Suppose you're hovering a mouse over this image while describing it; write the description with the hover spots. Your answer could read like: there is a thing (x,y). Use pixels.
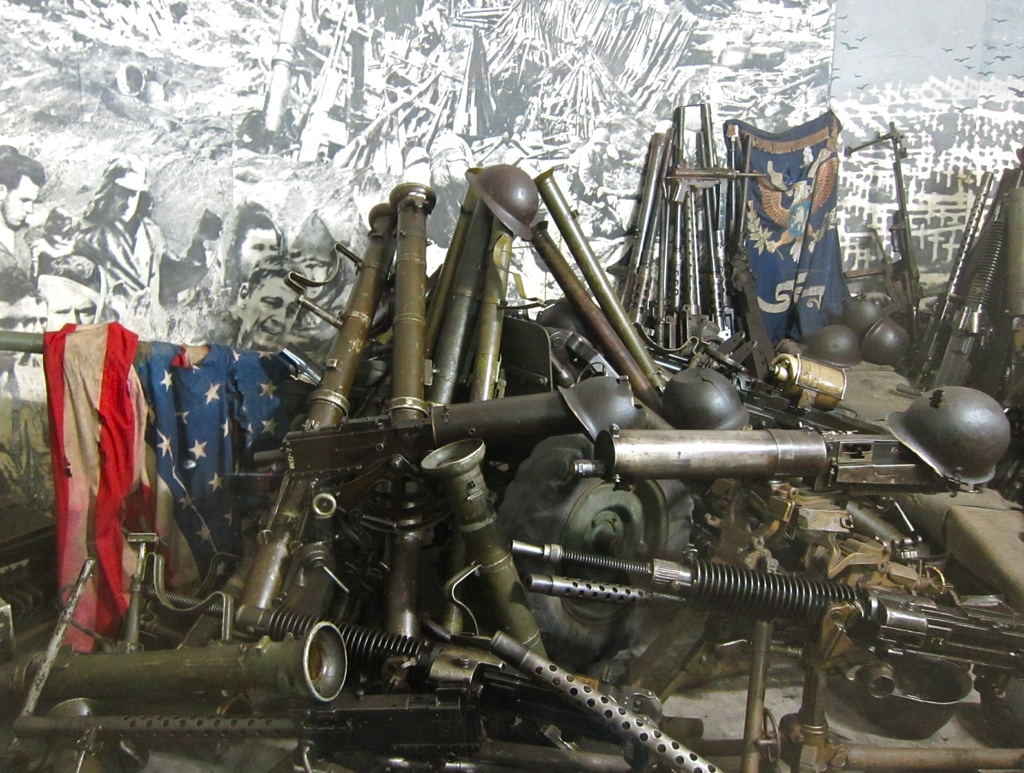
There are different types of weapons (491,311) and helmets (737,393) made up of metal (703,393) are kept in front of a wall (128,135) and on the wall (349,74) there are different types of paintings (336,75) are done.
